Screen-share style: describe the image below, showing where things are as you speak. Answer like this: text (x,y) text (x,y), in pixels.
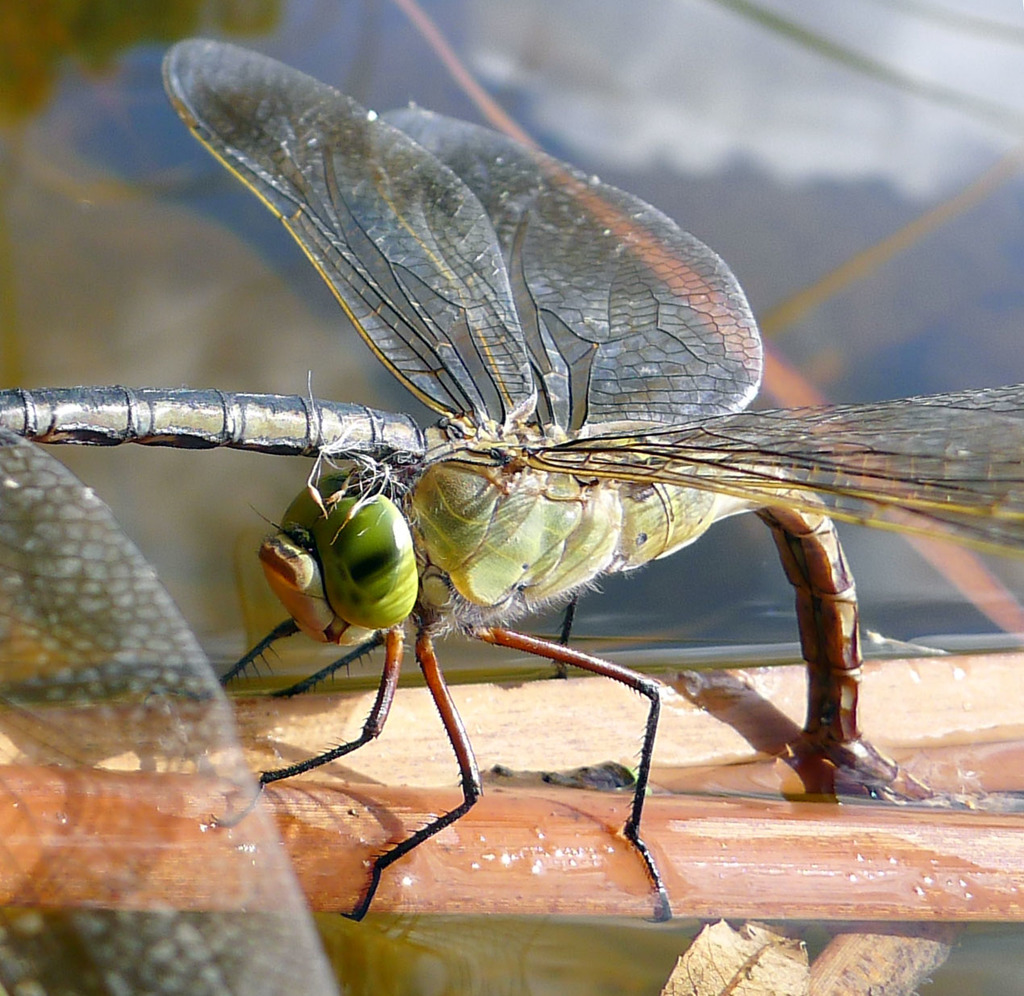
In this image we can see an insect (892,489) on the wooden object (511,711) and the background (622,135) is blurred.
